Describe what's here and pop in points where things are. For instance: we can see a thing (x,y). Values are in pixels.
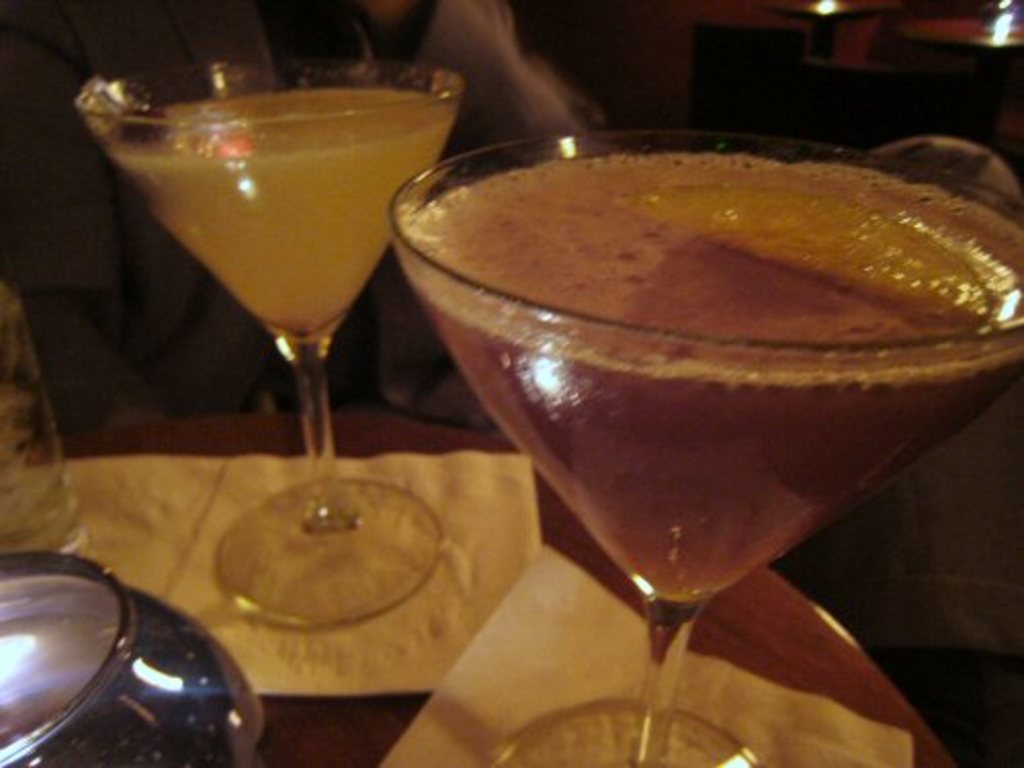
Here is a glass (346,246), containing some liquid (324,199), and here is another glass (287,265) with some liquid (714,403), and here is a table (367,725) with a paper (417,594) on it
